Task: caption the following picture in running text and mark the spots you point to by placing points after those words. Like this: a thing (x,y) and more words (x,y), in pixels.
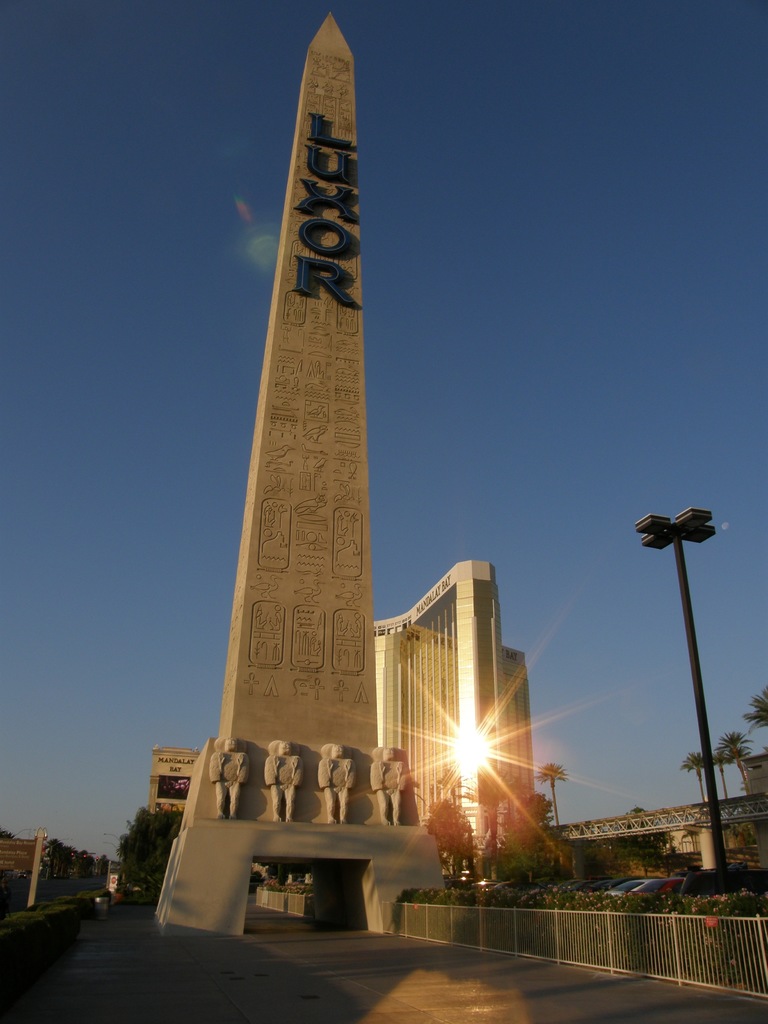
In this picture I can see there is a tower (276,381) and there is a building (473,639), there is a pole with light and there are trees (560,858), plants (492,898) and the sky (211,155) is clear.
